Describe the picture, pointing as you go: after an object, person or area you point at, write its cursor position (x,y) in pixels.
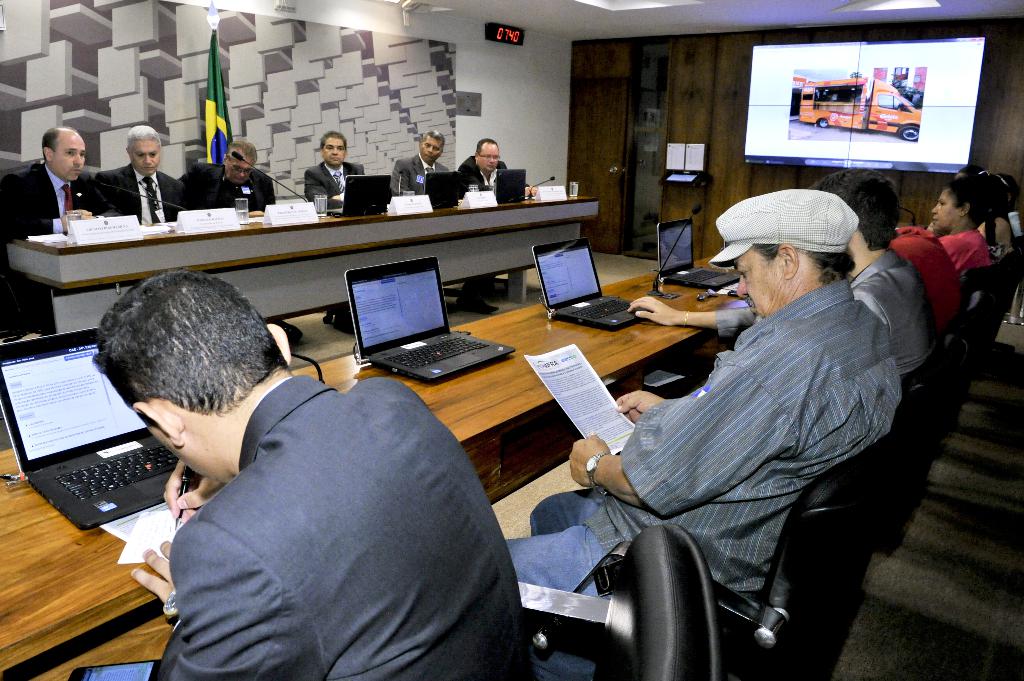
A picture is taken inside the conference hall (639,383). In the image there are group of people (883,292) sitting on chair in front of a table (496,395). On table (511,395) we can see a laptop (101,428), wires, microphone (318,364), water glass (241,204), board (292,212). On right side (862,95) there is a television (910,103), on right side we can also see a door (630,173) which is closed. In middle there is a wall (542,87) and flag (215,93) on top there is a roof (560,14).
